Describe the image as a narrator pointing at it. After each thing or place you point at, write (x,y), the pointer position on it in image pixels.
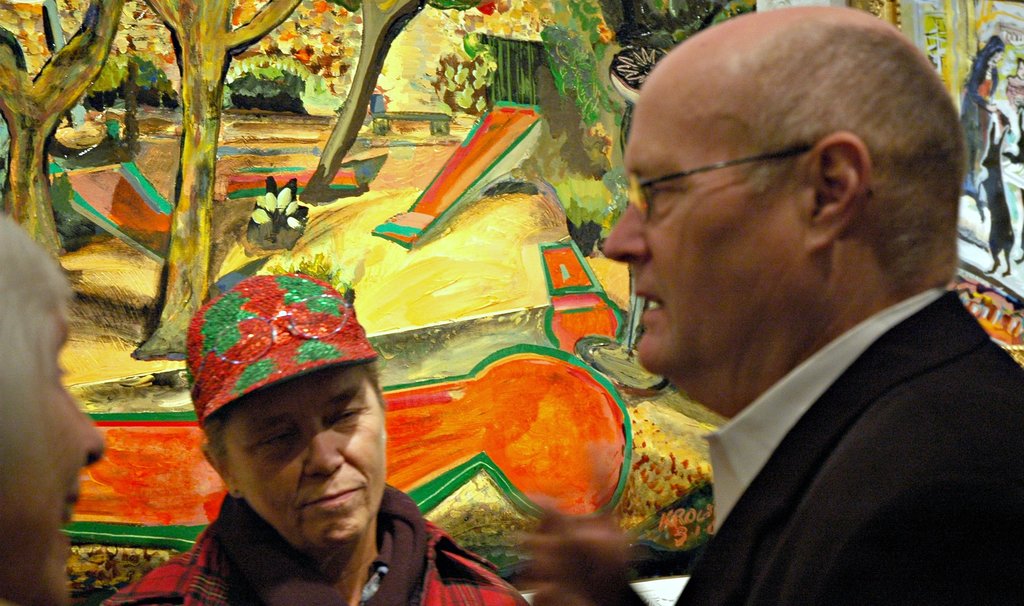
In the image I can see three people (312,511), among them a person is wearing the cap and standing in front of the wall (158,115) on which there is some painting (158,115).
